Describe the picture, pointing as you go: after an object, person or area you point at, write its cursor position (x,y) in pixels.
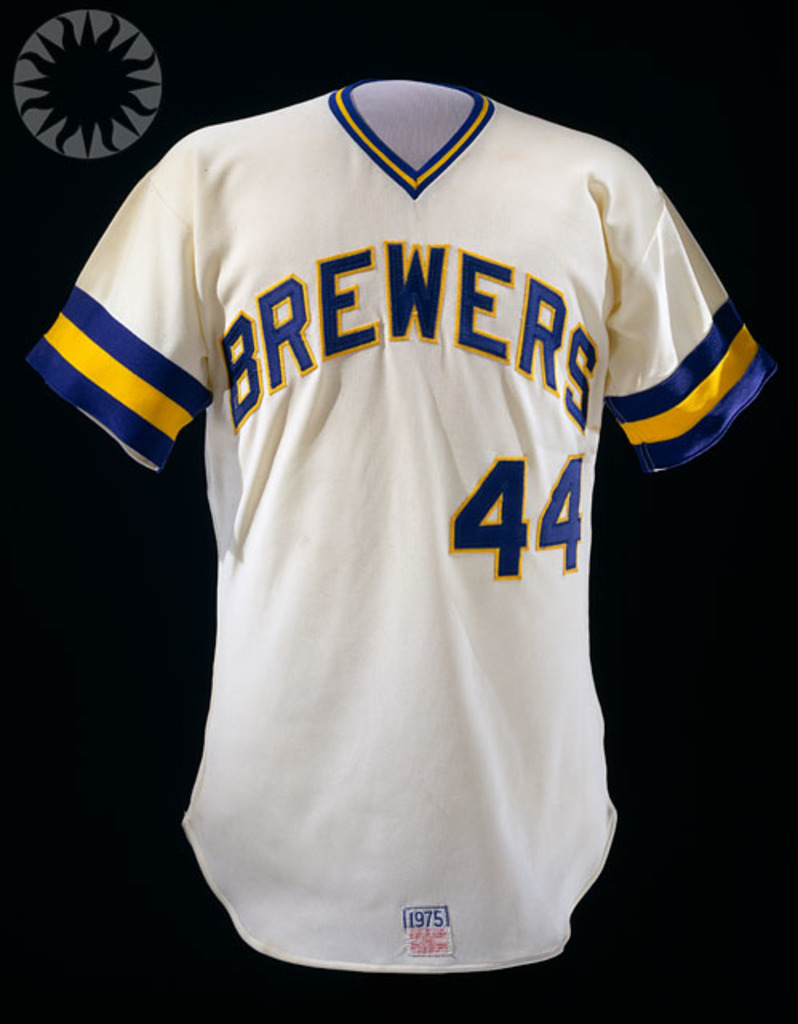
In the middle of this image (486,590), there is a white color jersey (486,406), on which there are texts (549,323) and numbers (512,459). On the top left (148,71), there is a watermark (49,129). And the background (690,1008) is dark in color.
